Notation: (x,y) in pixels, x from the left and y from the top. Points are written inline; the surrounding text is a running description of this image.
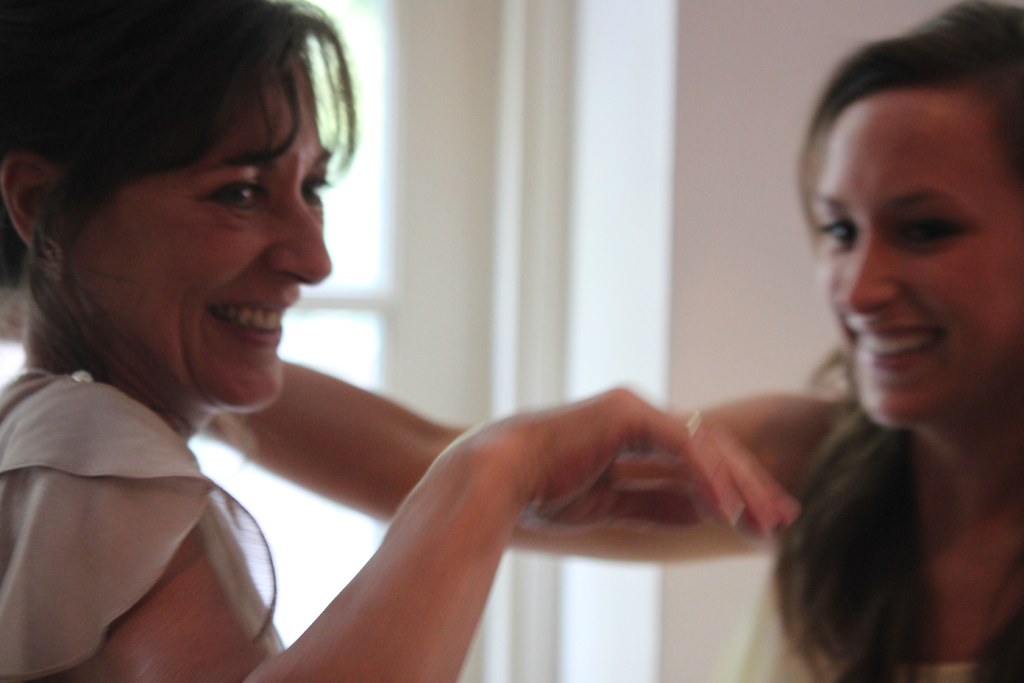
In the image two women (337,135) are smiling. Behind them there is wall (701,43).
